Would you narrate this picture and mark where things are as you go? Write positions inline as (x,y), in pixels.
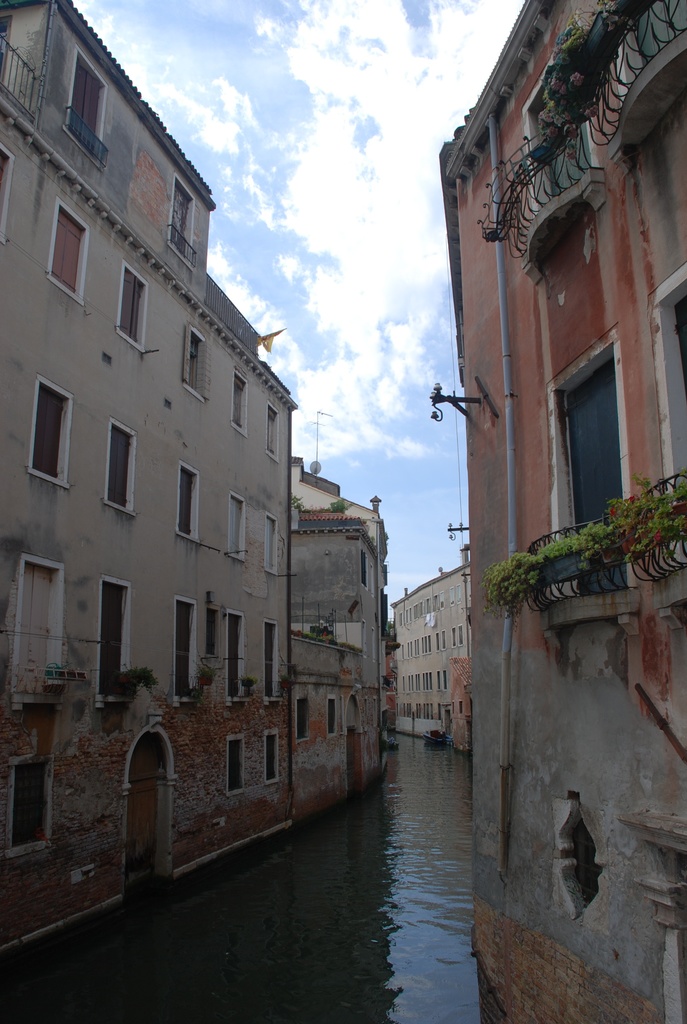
In this image I can see the water (355,877) and few buildings (311,684) on both sides of the water (362,869). I can see few plants (663,524), few windows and in the background (336,265) I can see the sky (290,214).
